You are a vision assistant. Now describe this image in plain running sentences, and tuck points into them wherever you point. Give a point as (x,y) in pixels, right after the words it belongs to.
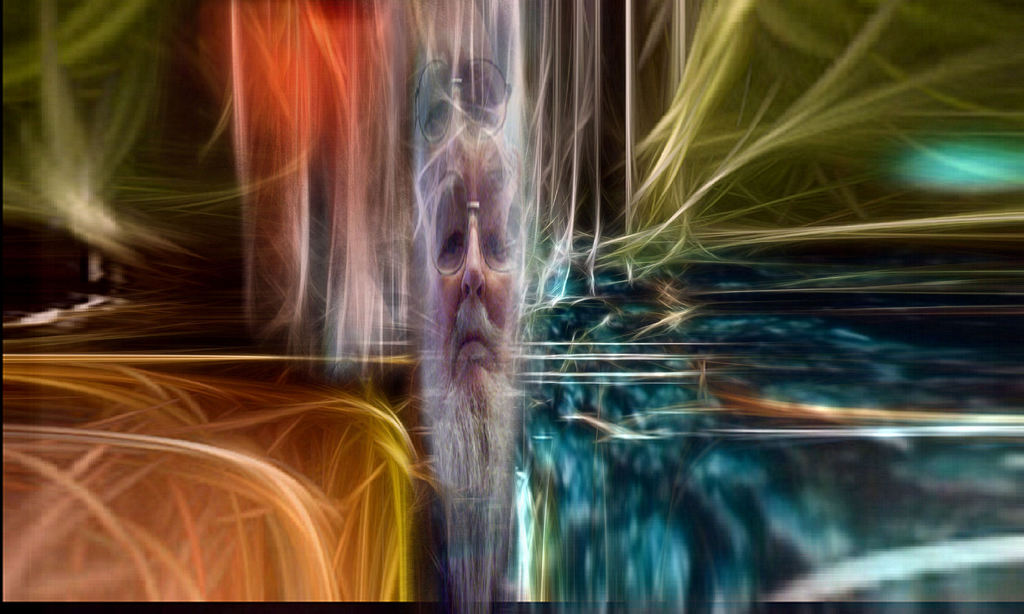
This is an edited picture. In the middle of the picture (470,372) we can see a person's face (470,265). The picture consists of various colors of light (247,82).
